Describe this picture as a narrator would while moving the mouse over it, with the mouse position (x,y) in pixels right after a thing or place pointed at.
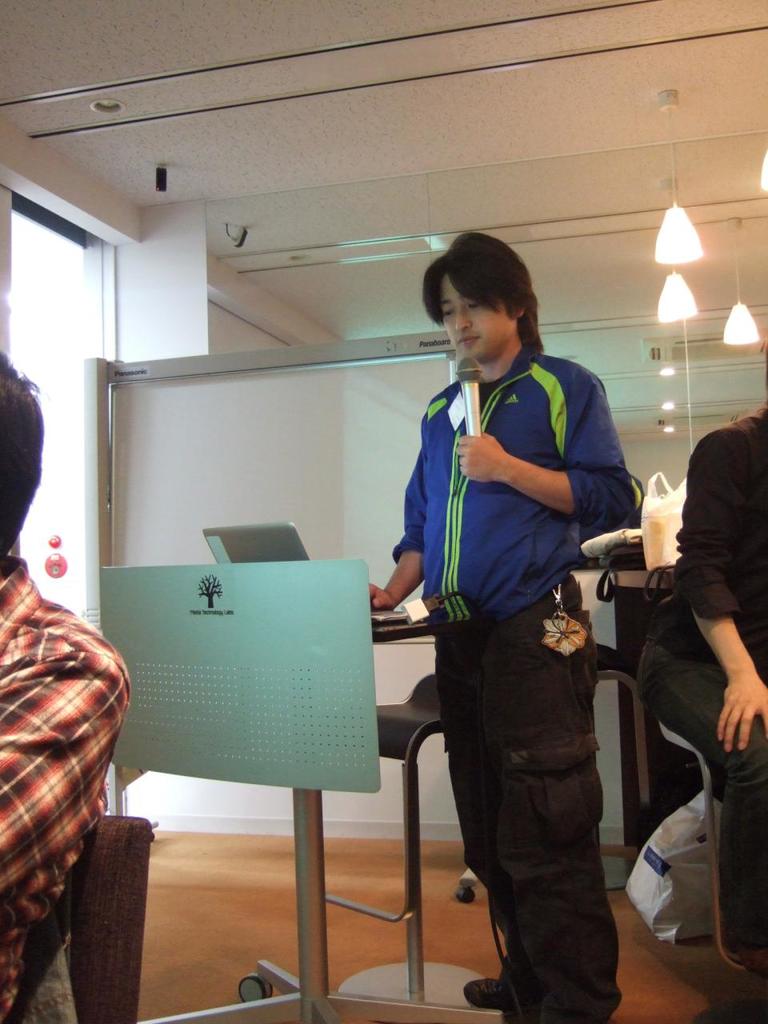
This person (478,485) standing and holding microphone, these two persons (15,924) are sitting on the chairs (143,839). Behind this person (548,520) we can see lights (672,239), wall (176,269), board (406,390), cover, bag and object (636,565) on the table (633,574). we can see cover (658,874) on the floor (652,950). We can see laptop (242,545) on the table (325,919).
